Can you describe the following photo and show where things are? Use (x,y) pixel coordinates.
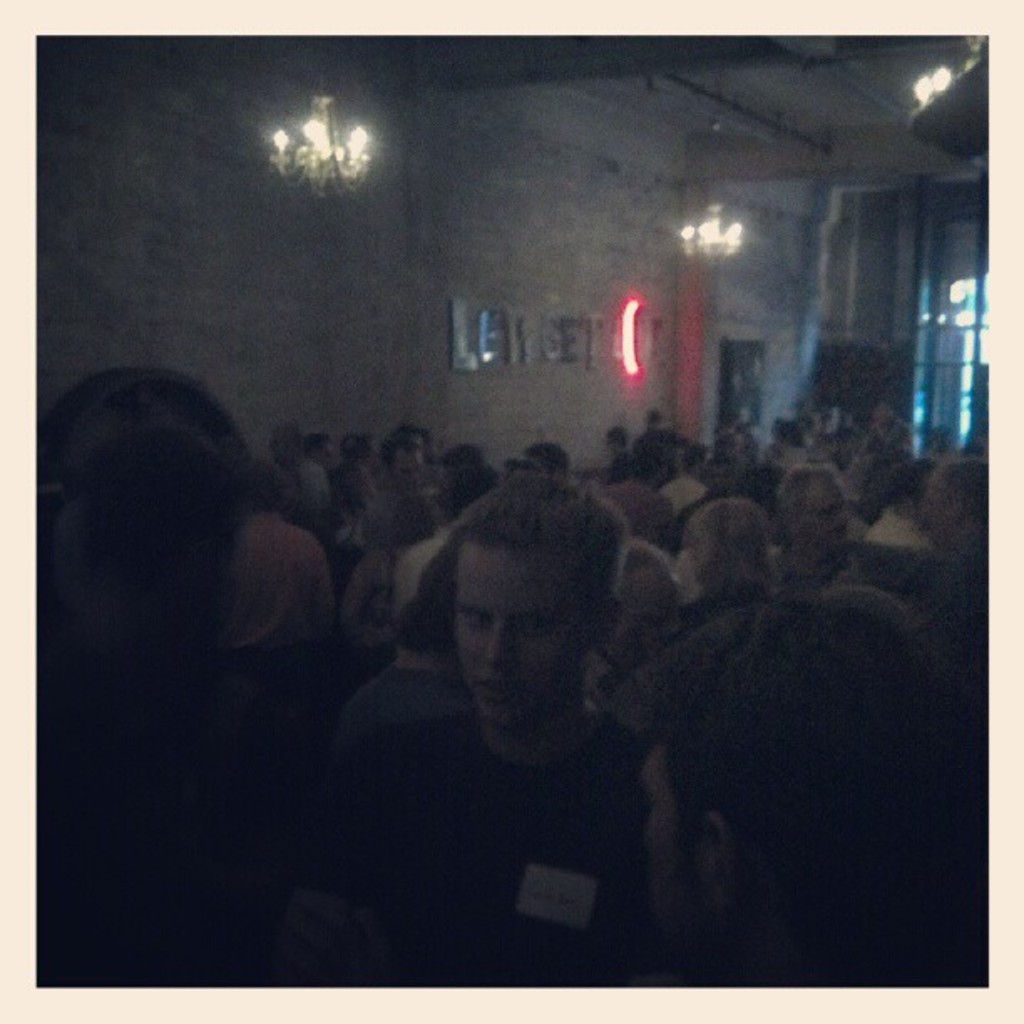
Here we can see group of people (603,676). In the background (244,382) there are lights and wall (430,325).
